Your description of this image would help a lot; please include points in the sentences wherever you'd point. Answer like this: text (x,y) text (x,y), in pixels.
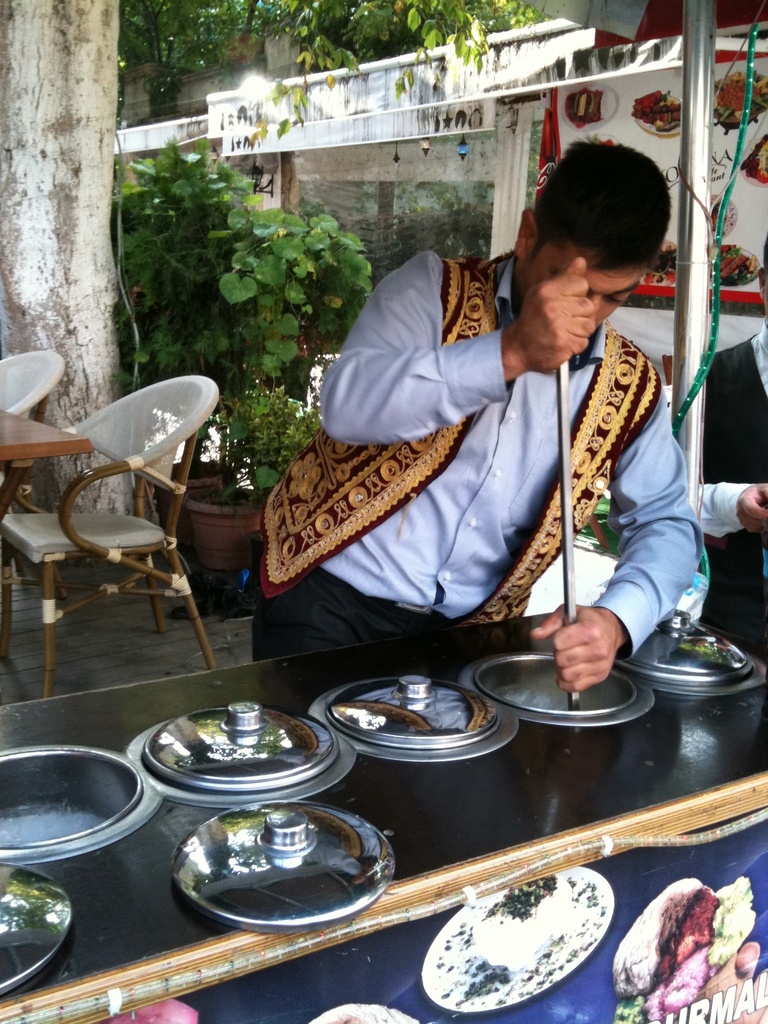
In a picture a person (541,469) is standing and doing some work on the table (741,754) which is in front of him there are some chairs (30,360) near to him in front of the chairs (97,414) there is a table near to the chairs (9,369) there are trees (116,49) and plants (297,287) and a person (759,472) is standing near the stall (704,308) there is a building (472,125) near the trees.
